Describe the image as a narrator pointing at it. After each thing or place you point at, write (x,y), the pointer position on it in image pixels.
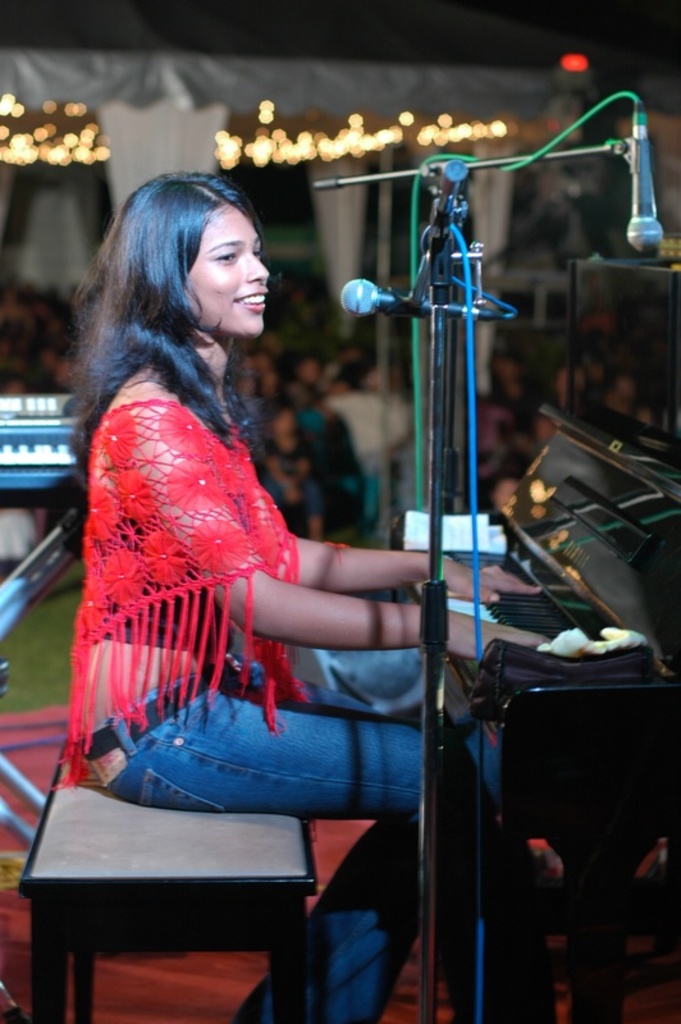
In this image we can see a lady (259,675) is playing a musical instrument (542,591). There is a musical instrument (31,447) at the left side of the image (31,447). There is a tent (254,55) and many people (59,361) are sitting under it. There is a series of lights (358,131) in the image.
